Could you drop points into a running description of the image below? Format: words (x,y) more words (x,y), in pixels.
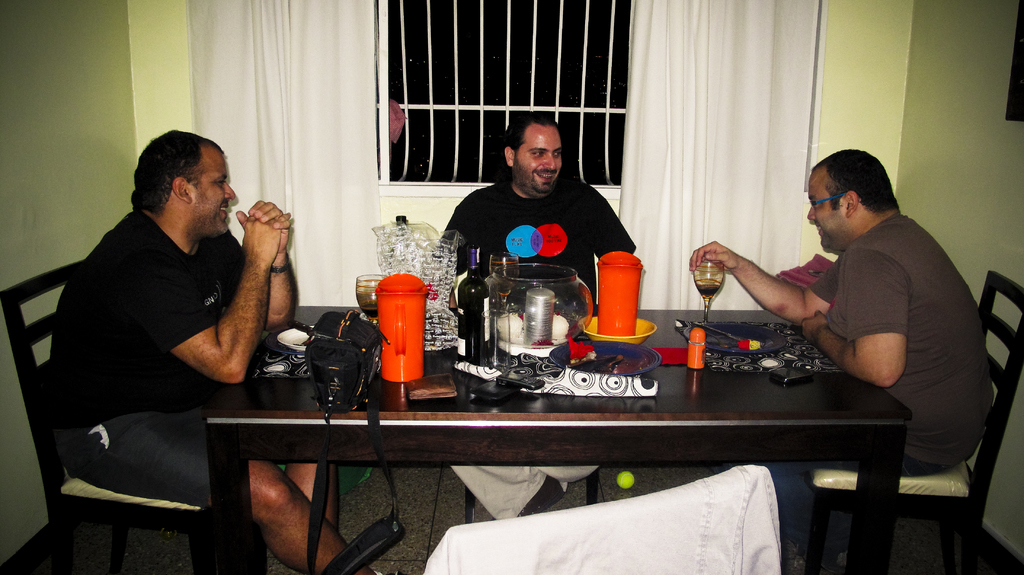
On the background (731,100) we can see a wall (110,85), window (593,99), curtains (695,106). We can see three men (528,217) sitting on chairs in front of a table (455,359) and on the table (437,362) we can see mugs (394,355) in orange color, bowl (625,336), bottles (474,336) and drinking glasses (503,260), bag (334,313). This is a floor (914,532).
